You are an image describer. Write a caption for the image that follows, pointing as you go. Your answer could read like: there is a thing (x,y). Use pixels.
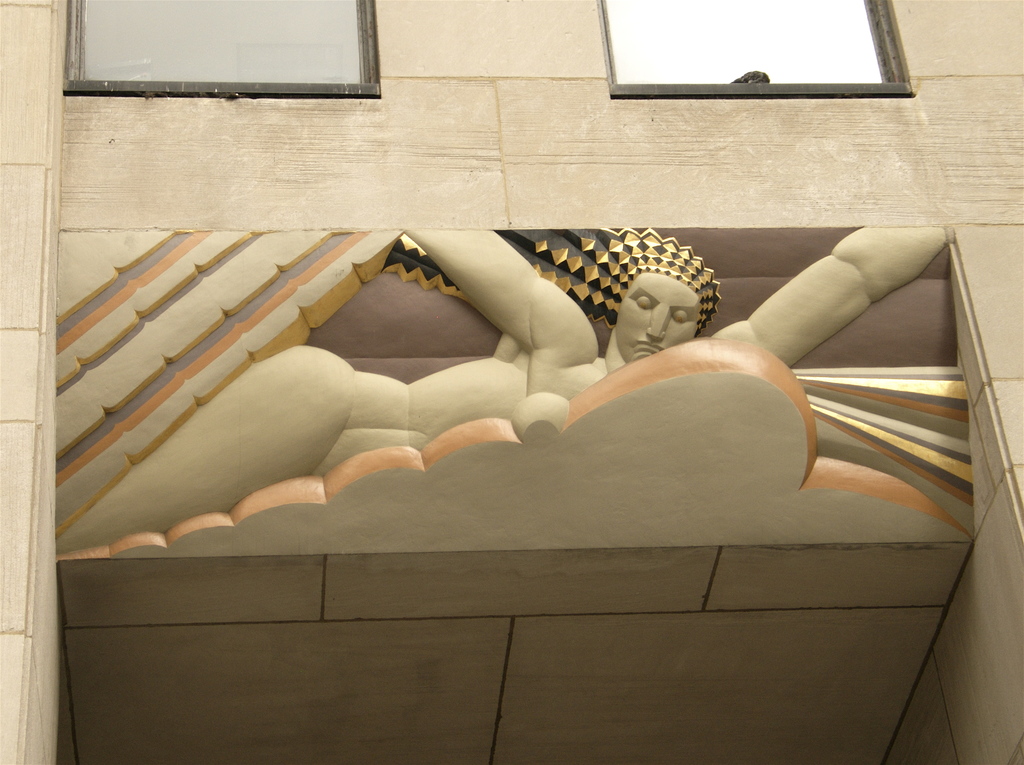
In this image in the center (536,377) it looks like a sculpture (511,327) on the building (496,104), at the top of the image (342,54) there are two glass windows (77,44).
